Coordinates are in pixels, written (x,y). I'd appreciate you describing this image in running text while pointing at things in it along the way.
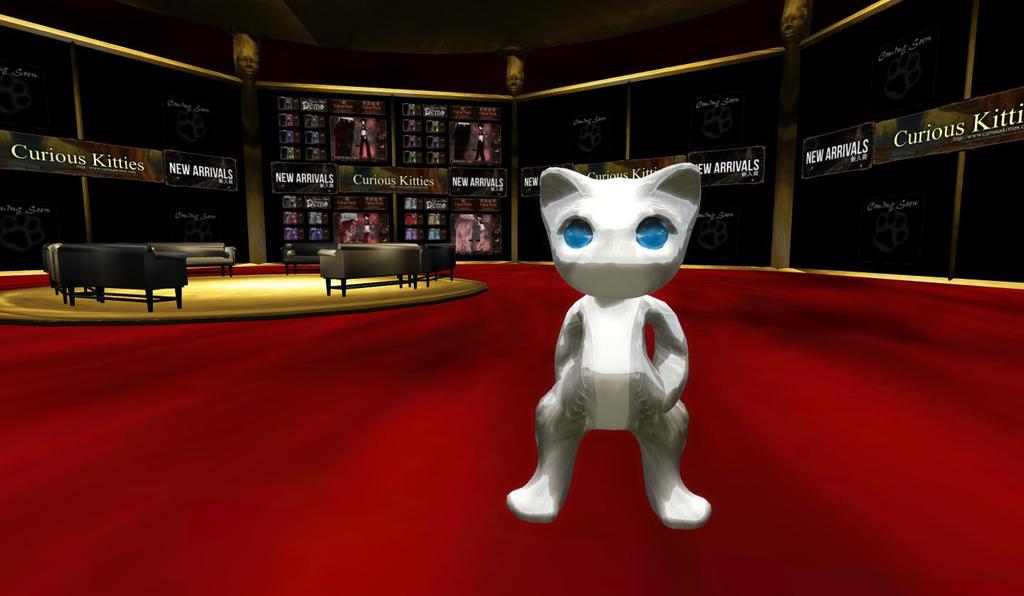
This looks like an edited image. This is a cat (641,434), which is white in color. These are the couches (310,263). I can see the name boards (57,150) and posters (453,158) in the background (467,154). This looks like a red carpet (410,366).
